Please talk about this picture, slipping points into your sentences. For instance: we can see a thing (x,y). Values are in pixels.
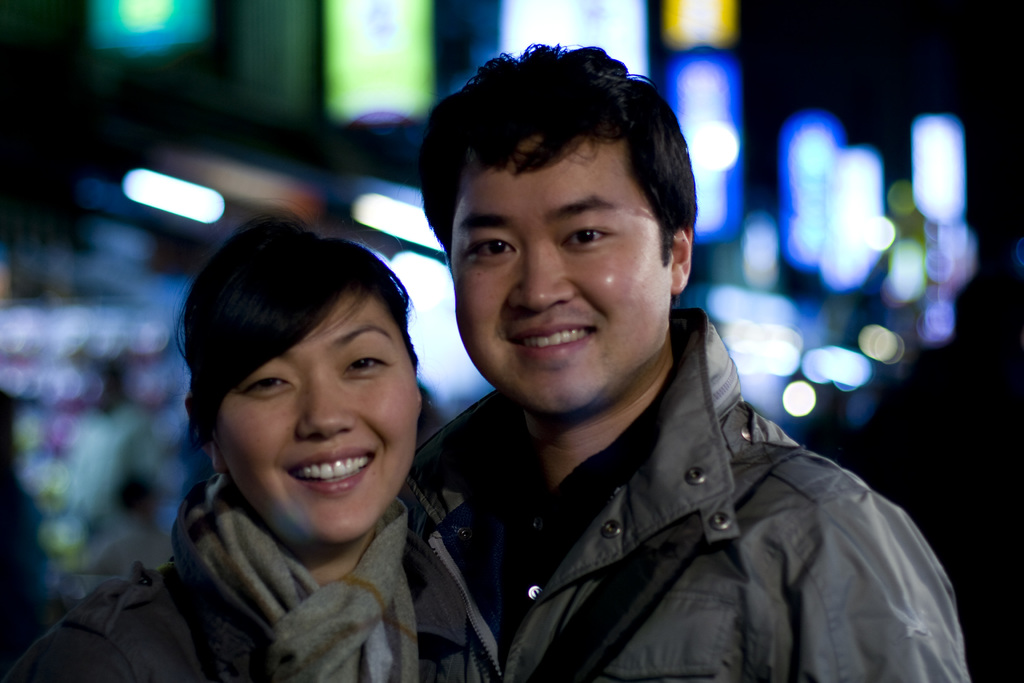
Here I can see a woman (327,443) and a man (472,247) wearing jackets (419,539), smiling and giving pose for the picture. In the background (66,395), I can see few lights (879,203) in the dark.
